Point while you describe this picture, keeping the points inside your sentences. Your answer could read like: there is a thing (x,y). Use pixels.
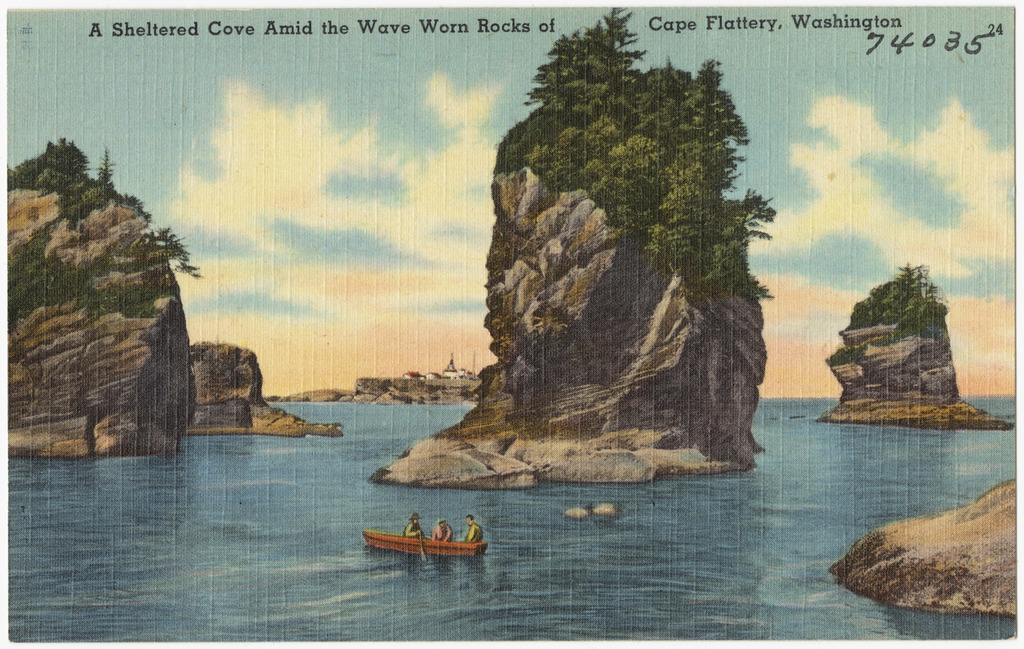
It is a poster. In this image, we can see rocks (983,514), trees (911,288). At the bottom (480,537), we can see few people (473,522) are sailing a boat (448,554) on the water (497,579). Background (1002,14) there is a sky (961,14).
